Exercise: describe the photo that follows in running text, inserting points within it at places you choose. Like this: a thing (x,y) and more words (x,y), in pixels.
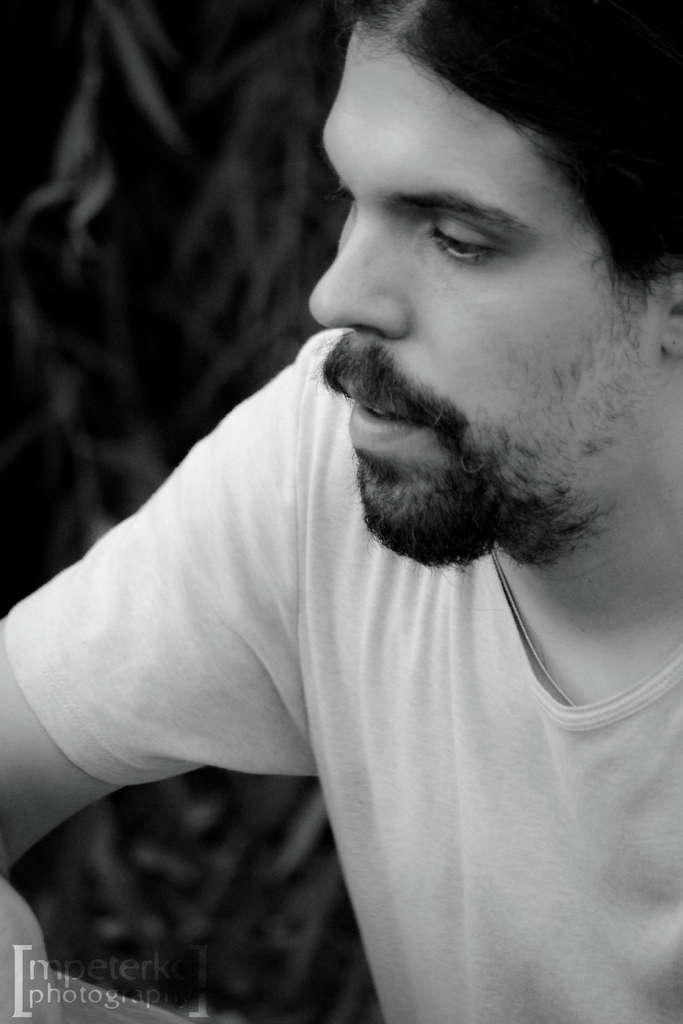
In this picture I can observe a man (402,437) in the middle of the picture (402,437). The background (218,180) is blurred. In the bottom left side (81,954) I can observe watermark (59,974).
